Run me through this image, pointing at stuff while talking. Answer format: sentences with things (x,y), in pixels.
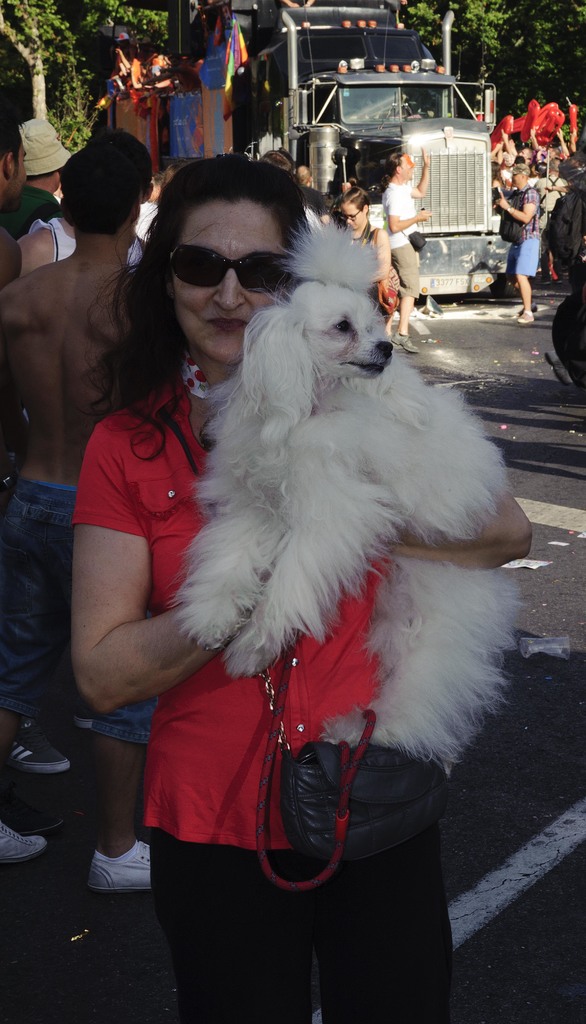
In this image I can see a woman (163,512) wearing red color dress (173,467) and holding a dog (441,453) in her hands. Just at the back of that woman (125,385) there is a man (45,358) standing. In the background (41,78) I can see some trees (66,33). On the top of the image (431,144) there is a vehicle (417,125) and few people (529,178) are standing around the vehicle (452,124).
